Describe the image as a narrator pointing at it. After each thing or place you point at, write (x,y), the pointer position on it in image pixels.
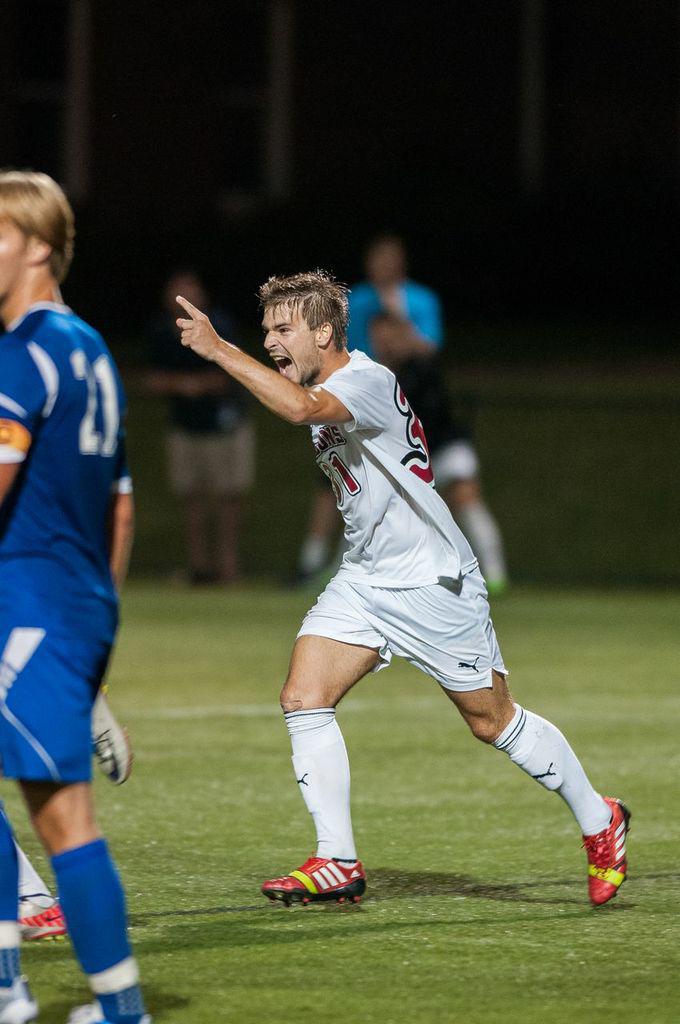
In this image, I can see the man (337,900) running. On the left side of the image (46,694), I think there are two people (47,895) standing. This is the grass (222,735). In the background (388,288), I think there are three people (367,313) standing.
